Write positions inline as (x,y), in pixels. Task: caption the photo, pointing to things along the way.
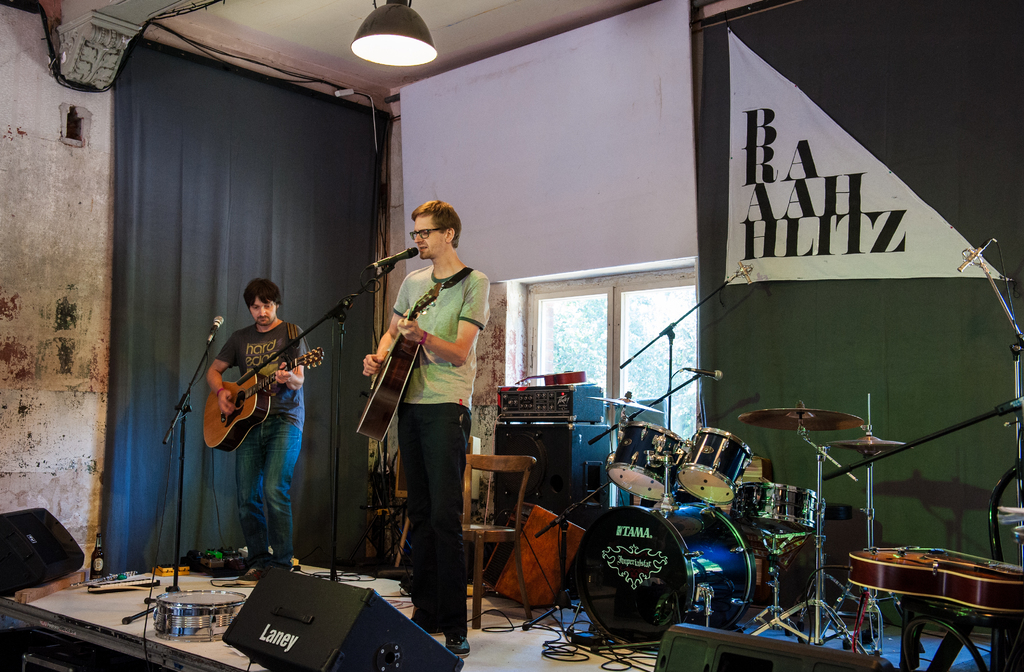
There is a room (622,299) which includes two persons (433,351) at the set of Musical instruments (656,516) at the right side (824,539). There is a person (432,254) standing in the middle (416,388), singing song and playing Guitar (397,404). There is a Microphone (383,263) attached to the stand (324,322) and placed in front of that person (448,339). On the left (280,298) there is a Man (249,478) standing and playing Guitar (263,389) and in the background (67,176) we can see a wall (65,247) which is covered with the curtain (284,191). There is a window (601,315) in the background (609,359) and a wooden chair (499,463).
